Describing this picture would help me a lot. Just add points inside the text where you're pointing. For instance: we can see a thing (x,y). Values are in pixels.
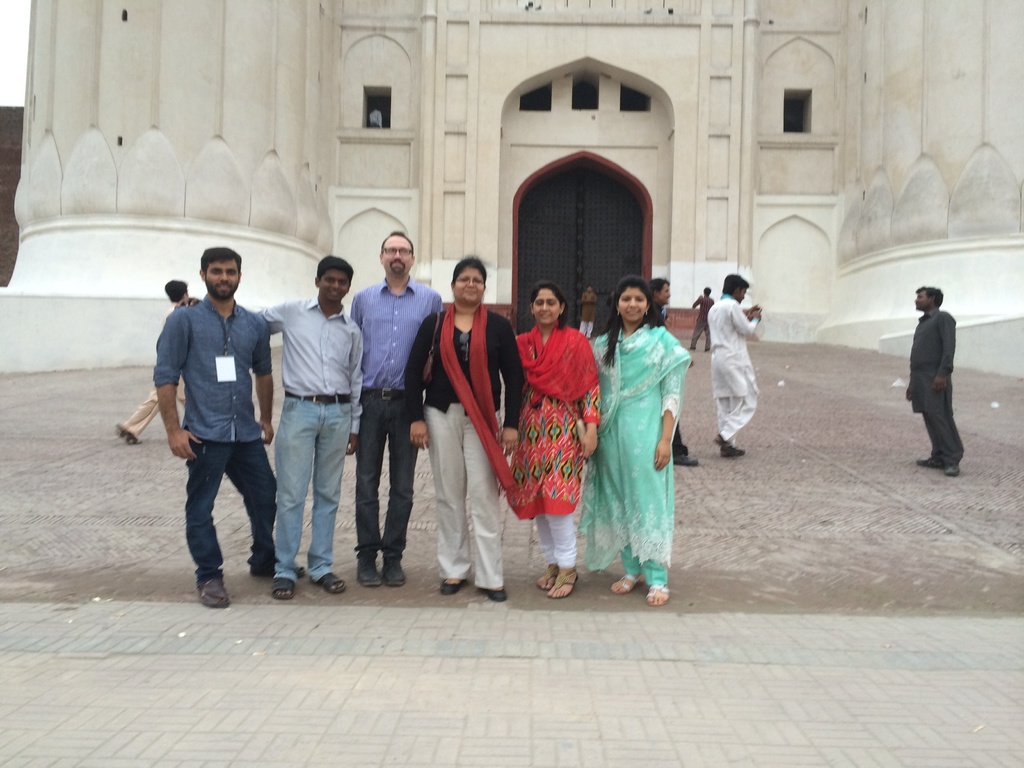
In this image, we can see a group of people (494,435). Few are standing and walking. At the bottom (709,588), we can see a platform (460,686). Background (941,196) there is a fort (610,239) with walls (821,246) and doors (598,242).
